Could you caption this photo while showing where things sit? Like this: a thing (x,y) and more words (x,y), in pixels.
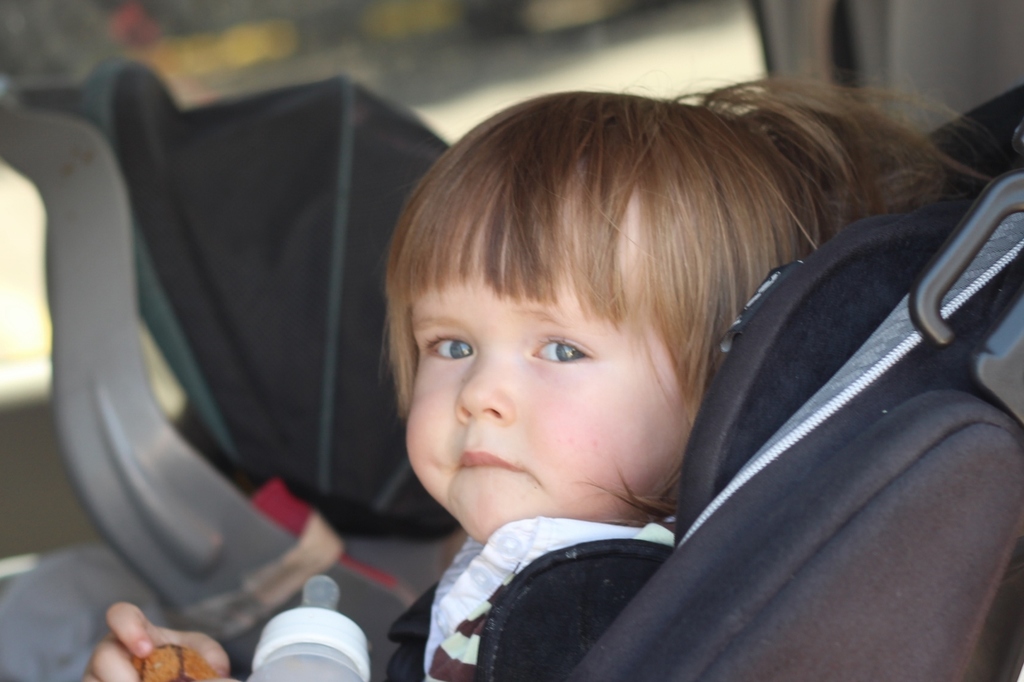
In this image I can see a baby (435,479) sitting on the seat (864,412) or on a chair (679,579). And the baby (135,640) is holding an object (202,668), also there is a baby sipper (331,595). There are some objects (212,169) and the background (29,23) is blurry.
